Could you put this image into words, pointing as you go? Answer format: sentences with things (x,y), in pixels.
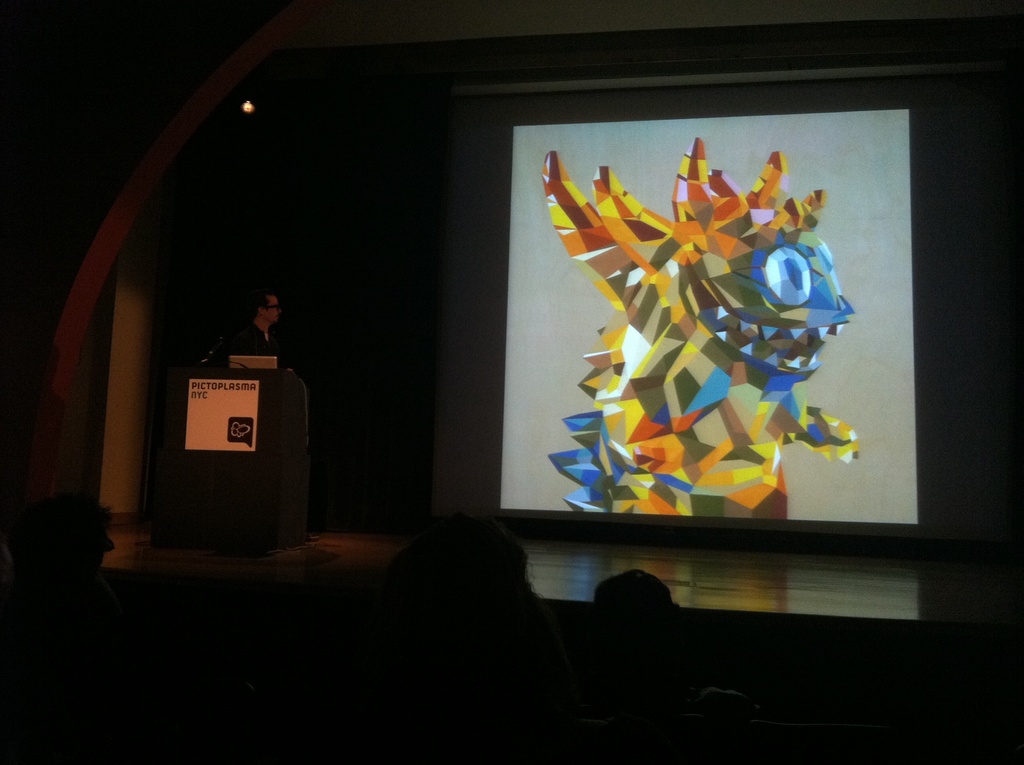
This is an image clicked in the dark. Here I can see a stage (669,572) on which there is a screen (583,465). To the left side (265,454) there is a podium (254,447), at the back of it a person (278,339) is standing and looking at the screen (617,404). At the bottom of the image (467,710) I can see few people (429,661).
